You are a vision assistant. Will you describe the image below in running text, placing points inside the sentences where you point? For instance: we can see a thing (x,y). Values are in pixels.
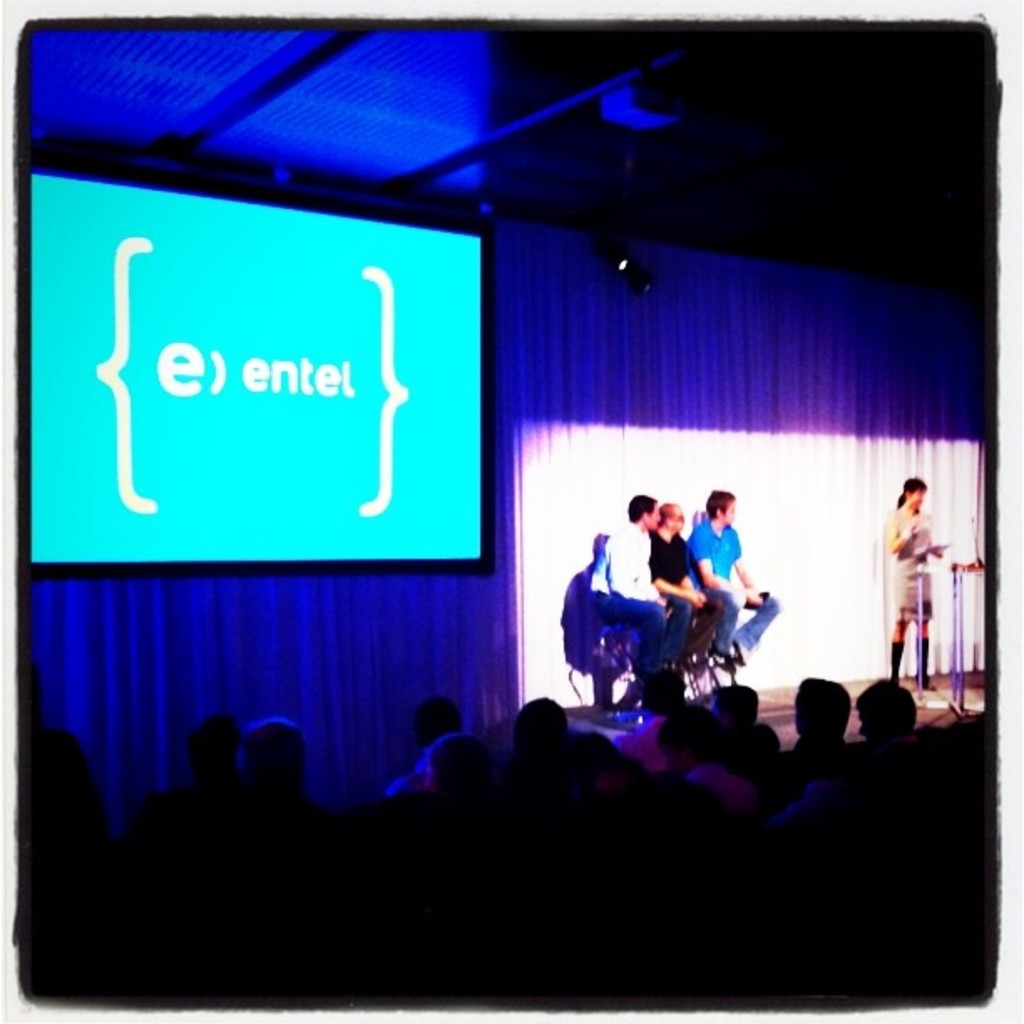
In this image at the bottom (534,789) there are a group of people (703,786) who are sitting, and in the center (659,596) there are some people (672,588) and there is a curtain (377,589). On the left side (227,470) there is one television (242,329), at the top (168,99) there is ceiling (447,137).
